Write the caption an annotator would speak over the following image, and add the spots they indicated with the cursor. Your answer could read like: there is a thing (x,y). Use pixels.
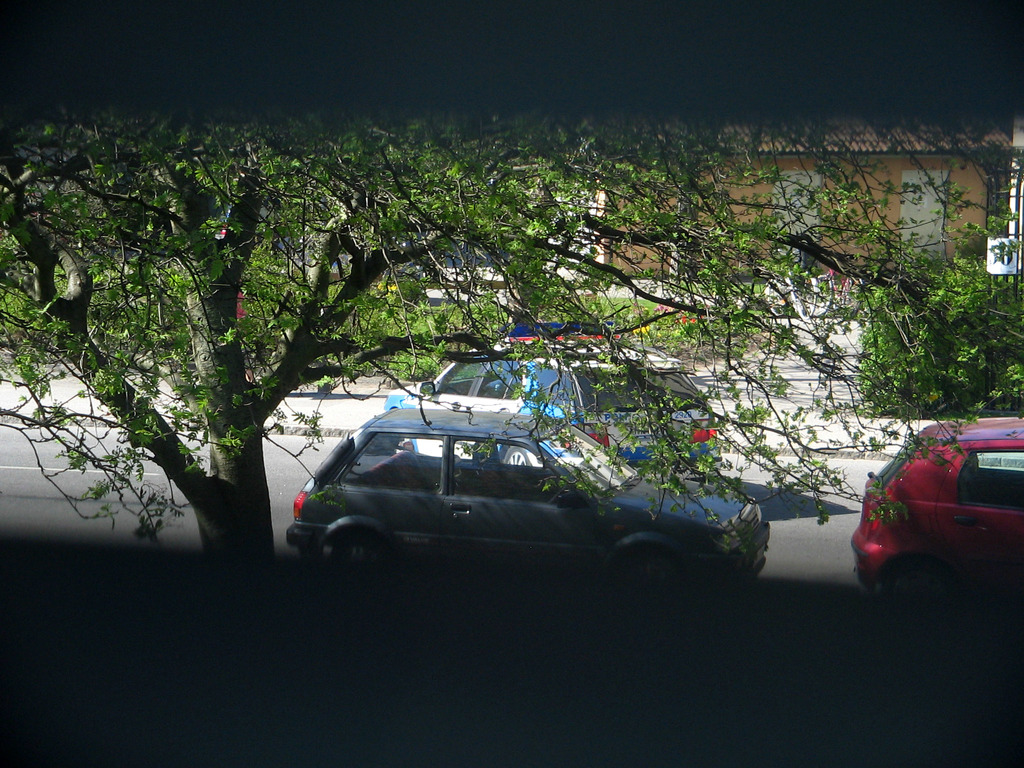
In this image in the front (225,379) there is a tree (214,402) and in the center (582,463) there are cars (537,489) moving on the road (726,461). In the background (386,322) there are plants (926,321) and there's grass (366,332) on the ground (366,332) and there are buildings (726,191).
